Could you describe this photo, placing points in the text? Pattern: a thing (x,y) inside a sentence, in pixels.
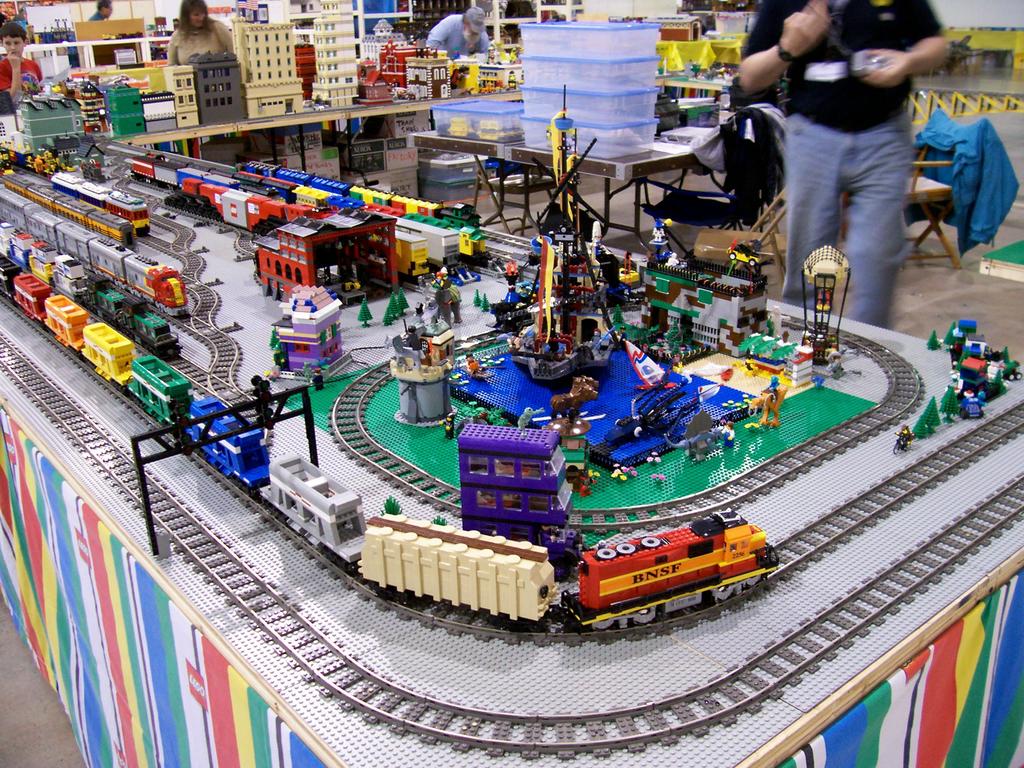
In this a store (571,1) and here we can see many toys (425,260) and boxes (587,91) and some other objects (707,132) on the tables (492,451) and we can see some cars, clothes (820,145) and some people (886,86).
